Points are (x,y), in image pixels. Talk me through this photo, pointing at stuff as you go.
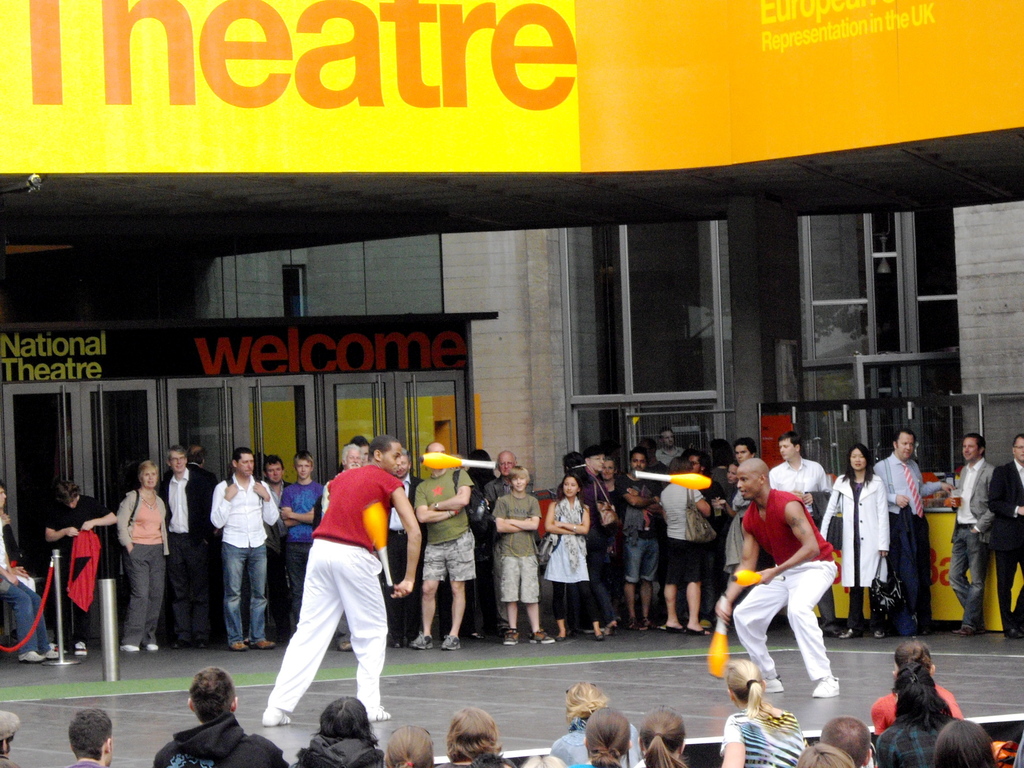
There are two persons (354,527) wearing red dress (767,534) are standing and playing with yellow color object (383,538) in front of them and there are few people (659,501) standing on either sides of them.
